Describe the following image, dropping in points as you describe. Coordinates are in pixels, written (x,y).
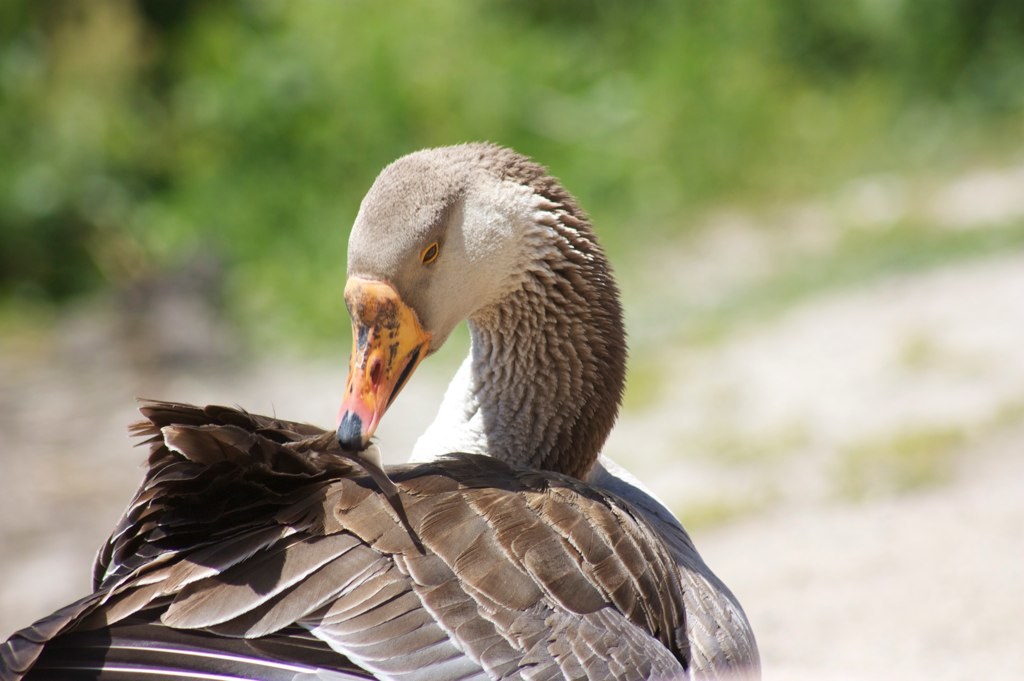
In this image we can see a bird (577,385) and we can also see a blurred background (850,108).
